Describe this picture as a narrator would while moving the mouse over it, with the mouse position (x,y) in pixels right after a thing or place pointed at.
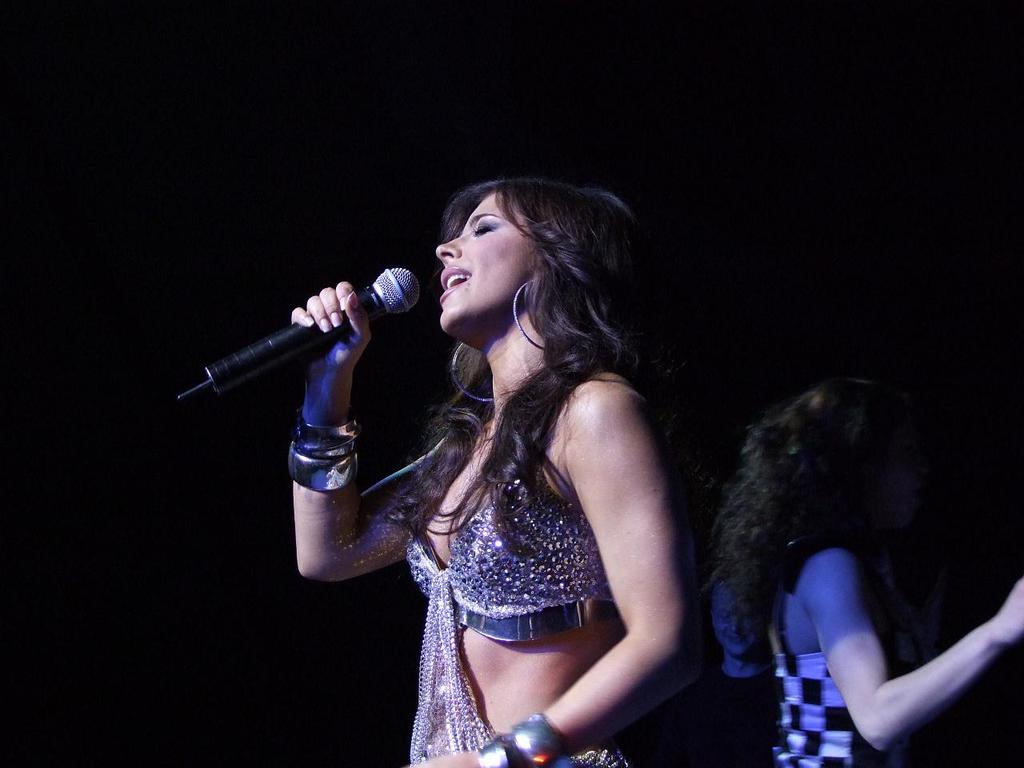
In the center of the picture (588,328) there is a woman (614,615) standing holding a microphone (304,348), she is singing. To the right (784,654) there is another woman (735,580). Background (659,82) is dark.
